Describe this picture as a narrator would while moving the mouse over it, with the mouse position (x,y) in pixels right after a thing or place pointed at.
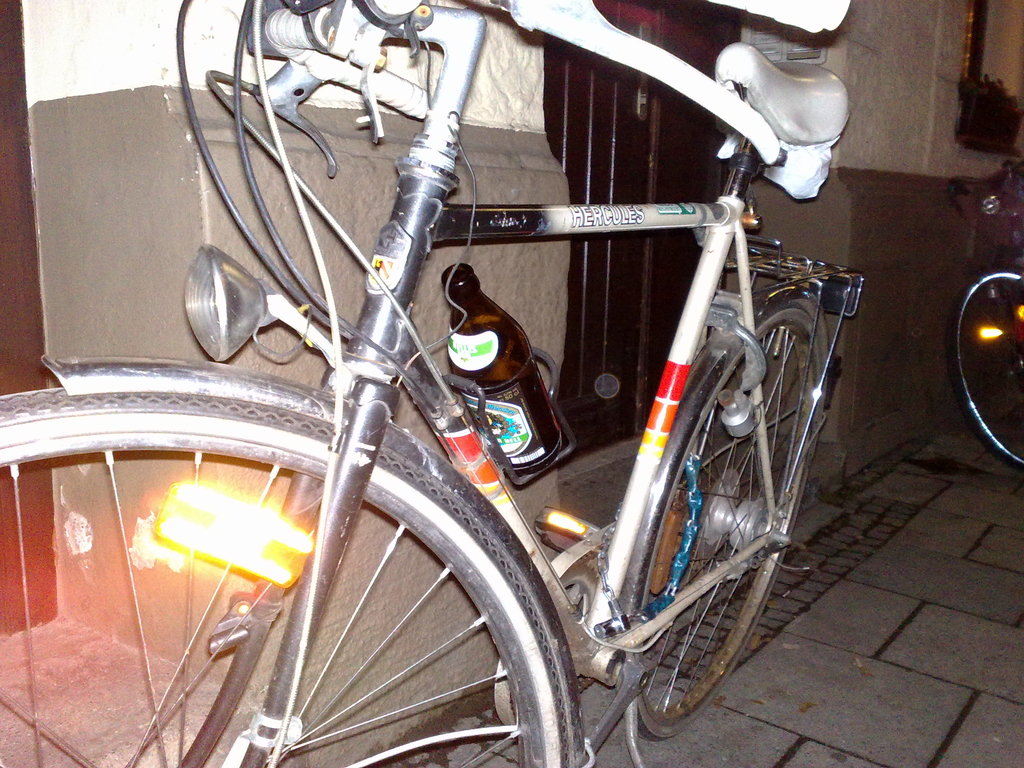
In this image we can see bicycles (980,408) on the floor (871,510). In the background (931,117), we can see a window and a wall (527,511). We can see a bottle (506,354) is attached to one bicycle (555,541).
